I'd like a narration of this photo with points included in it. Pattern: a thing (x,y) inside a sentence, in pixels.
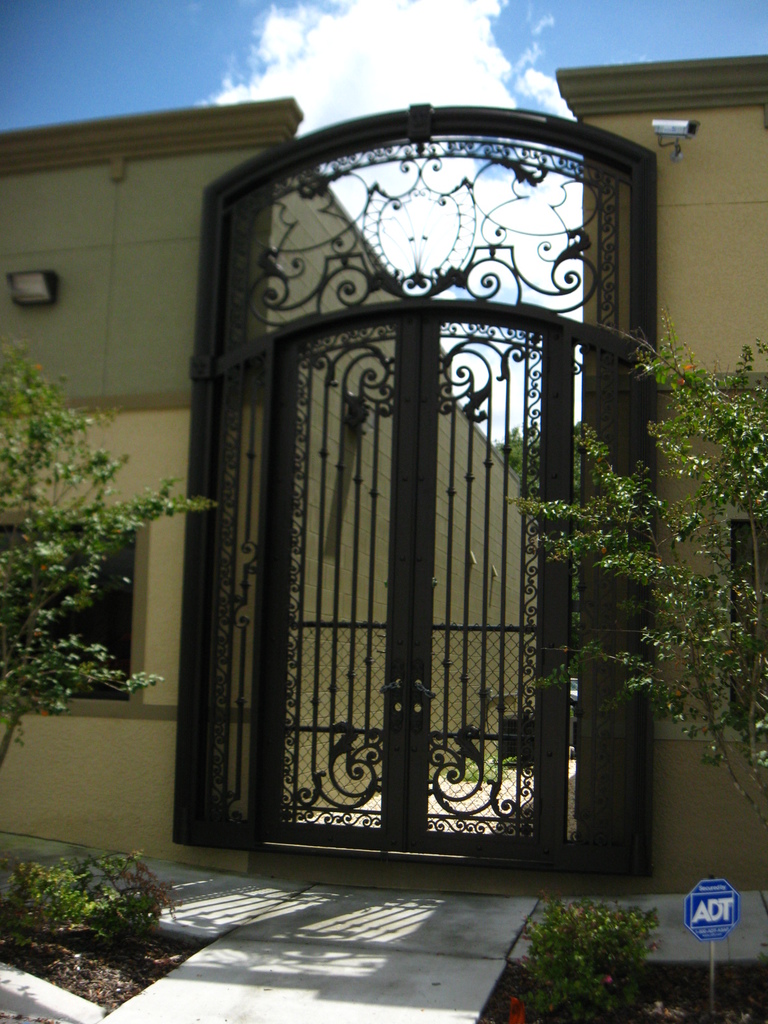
In this picture we can see plants (612,976), gate (301,735), name board (710,895), walls (458,555), windows (99,583), some objects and in the background (107,17) we can see trees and the sky (489,29).
